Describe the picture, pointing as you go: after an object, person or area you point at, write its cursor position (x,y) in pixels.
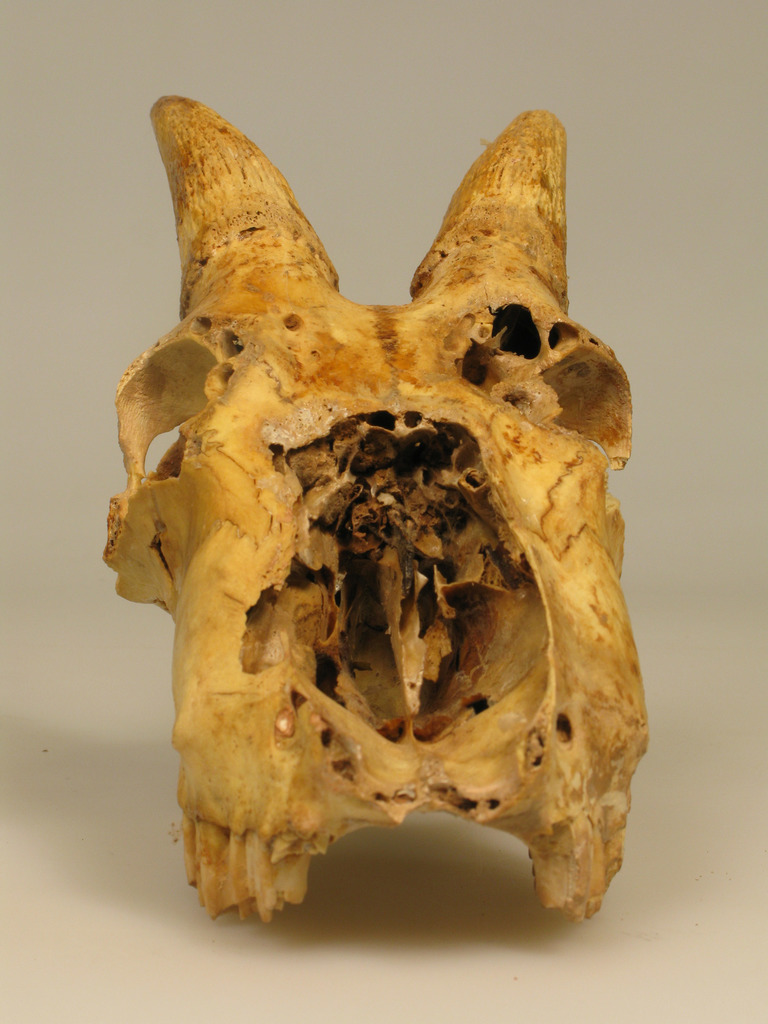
In this image we can see an object (162,107) which looks like a skull (600,680).
